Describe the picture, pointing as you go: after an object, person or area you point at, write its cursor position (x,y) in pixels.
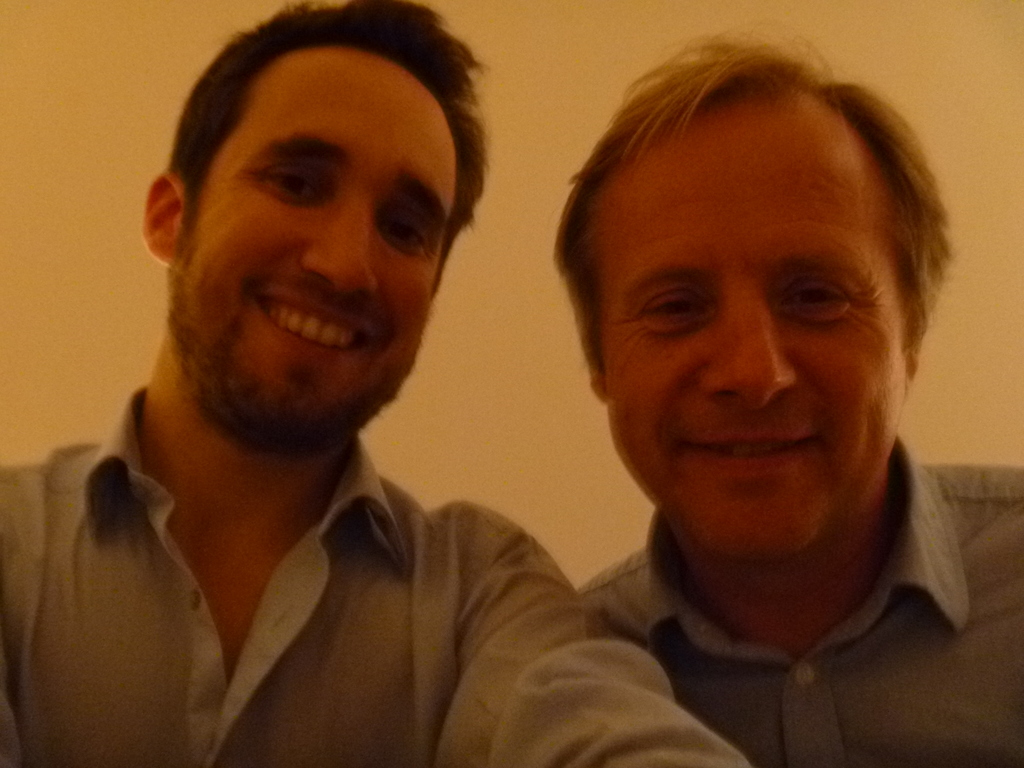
In this image there are two men (322,412) posing for the camera with a smile (342,310) on their face (662,391).
